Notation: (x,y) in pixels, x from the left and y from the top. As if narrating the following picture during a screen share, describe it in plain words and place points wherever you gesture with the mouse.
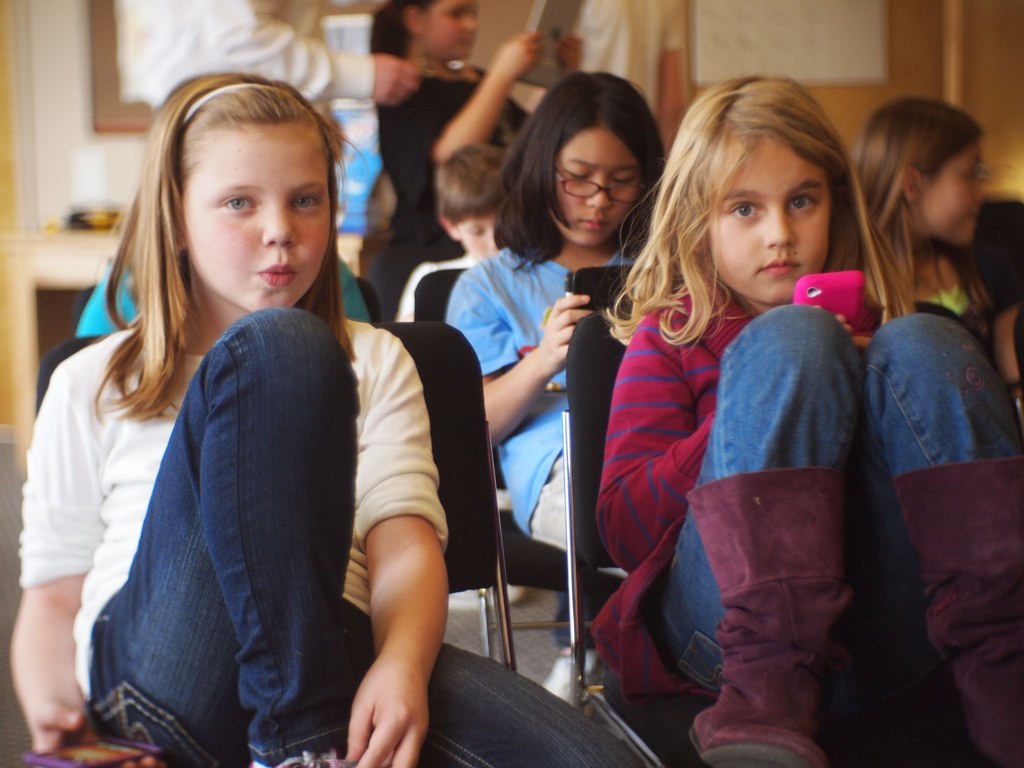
This image is taken indoors. In the background (65,142) there is a wall (34,151). A man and a girl (447,64) are standing on the floor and a girl (453,70) is holding a tab (552,51) in her hands (511,44). In the middle of the image (496,288) a boy (460,195) and a four girls (518,423) are sitting on the chairs (574,507) and they are holding mobile phones (841,314) in their hands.
